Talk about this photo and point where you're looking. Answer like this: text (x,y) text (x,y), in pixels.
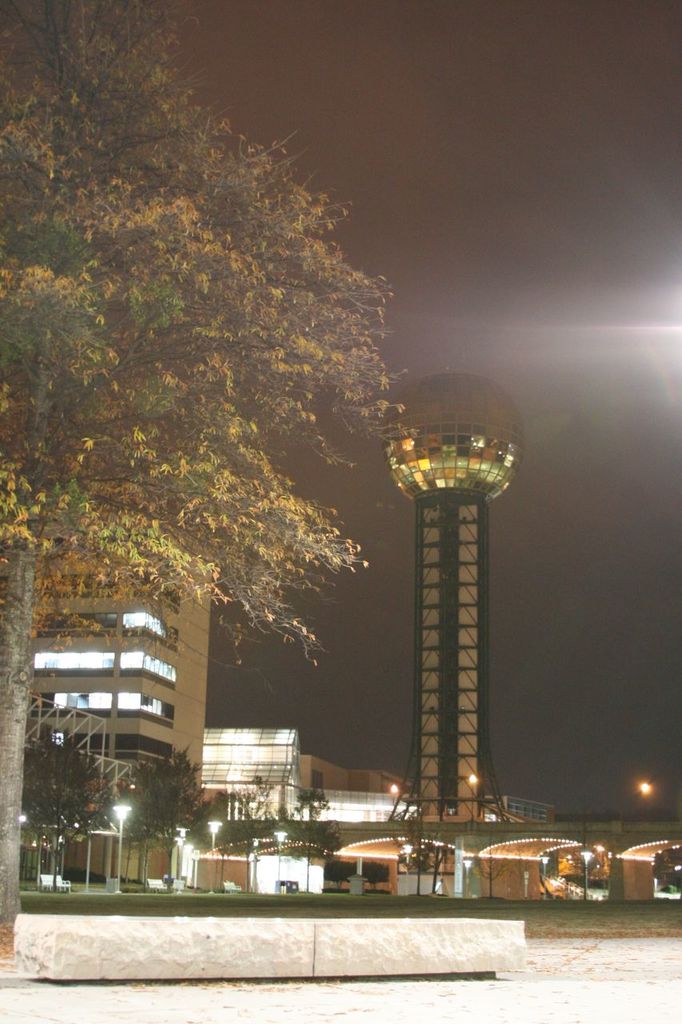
In this image I can see few buildings (202,661), windows (36,653), trees (217,807), light-poles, tower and the sky (583,171).
